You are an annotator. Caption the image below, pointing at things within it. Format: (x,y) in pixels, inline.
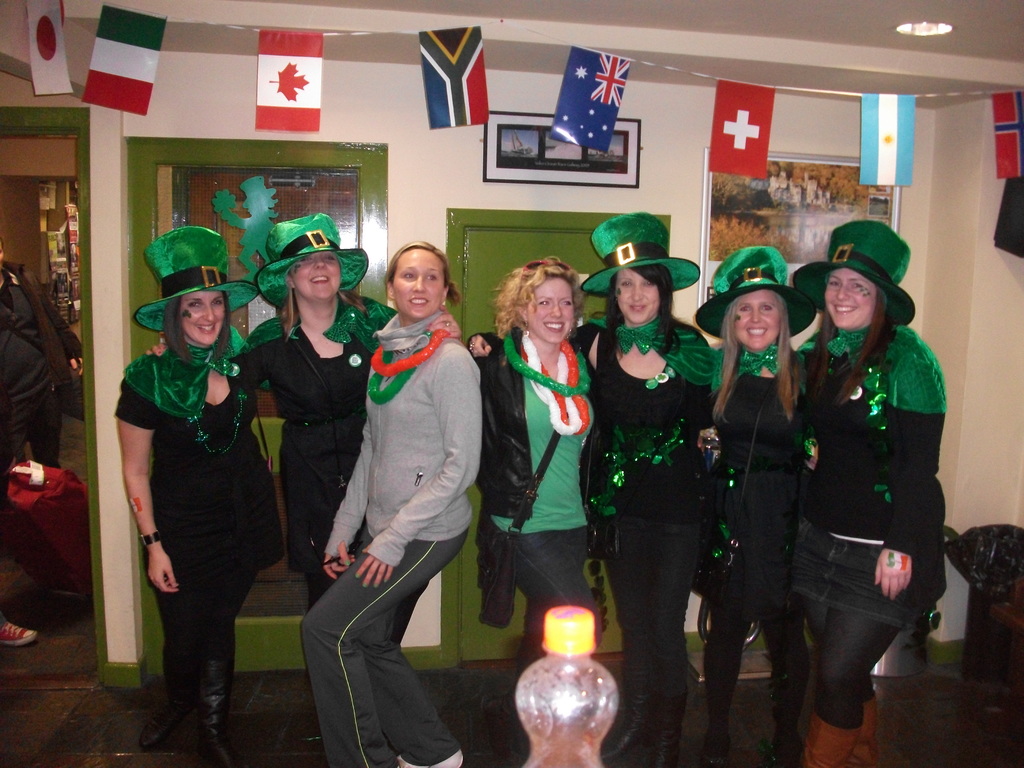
This picture is taken inside a room (483,526). there are group of women (473,380) in similar attire (345,412) wearing black dress (301,468) and green hats (301,236). There is a bottle (549,679) in the front (538,673). To the left corner of the image (88,514) there is a trolley (25,466) and it is being pulled by a person (24,403). There are flags (296,126) hanging to the wall (227,129). There are lights (906,28) to the ceiling (900,39). In the background (511,250) there are doors (503,249) and posters (788,221) sticked to the wall (690,239).
